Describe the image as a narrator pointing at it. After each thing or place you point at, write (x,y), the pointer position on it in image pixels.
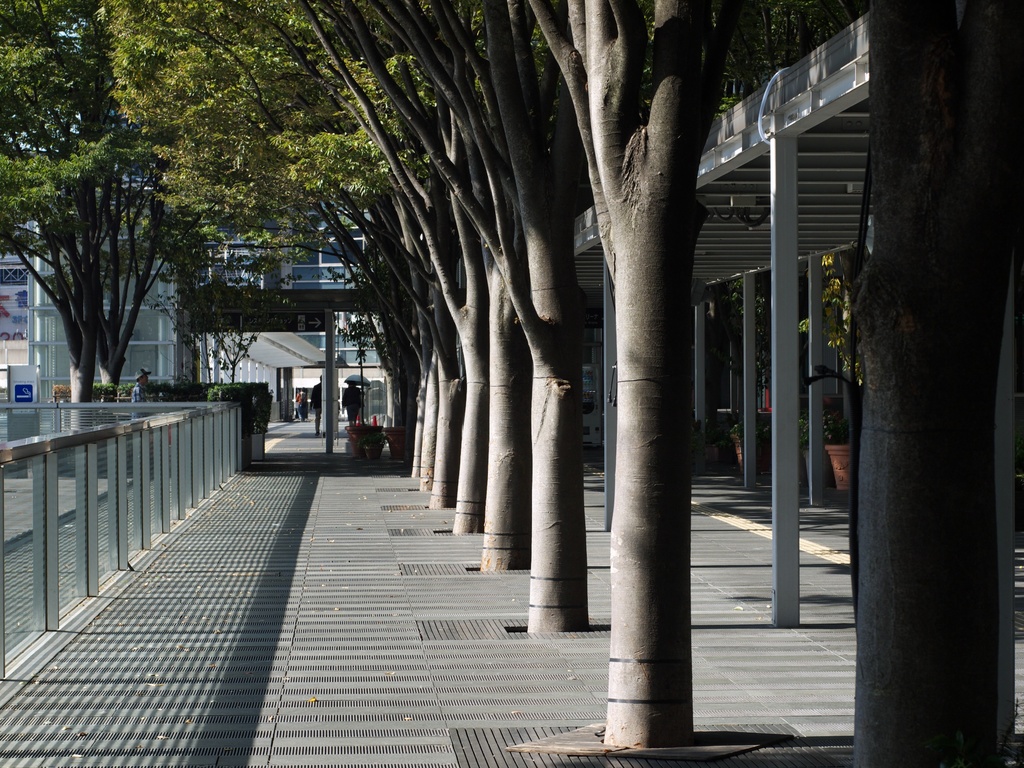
In this picture there are few trees (575,462) in the right corner (984,695) and there is a fence (163,449) in the left corner (124,509) and there are trees (181,256), buildings (240,276) and few people (318,393) in the background (272,369).
